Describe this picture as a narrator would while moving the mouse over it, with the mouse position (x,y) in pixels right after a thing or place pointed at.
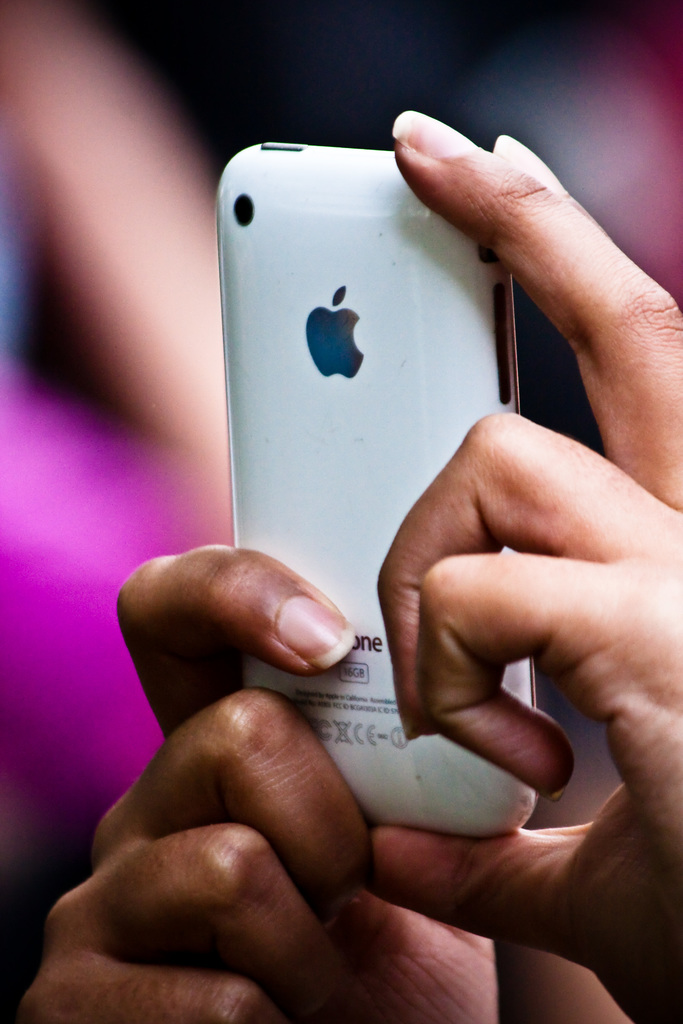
In the center of the image (430,676) we can see a person's hand (488,760) holding a mobile (379,780).
